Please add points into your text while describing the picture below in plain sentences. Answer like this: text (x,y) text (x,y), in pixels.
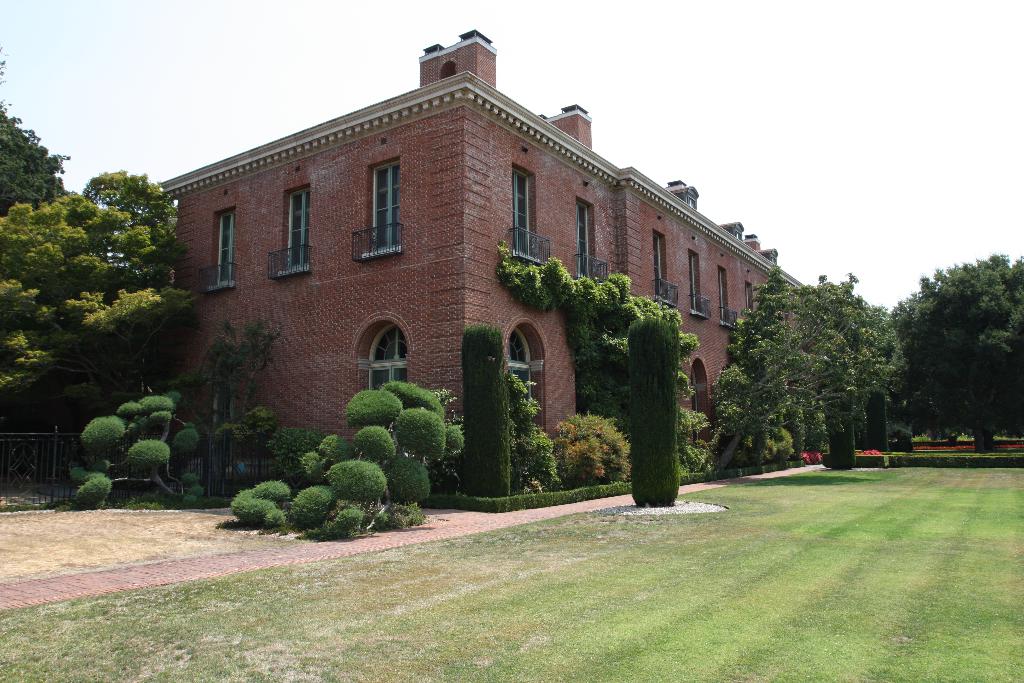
This is grass (763,530) and there are plants (489,407). In the background (136,352) we can see a building (412,245), trees (997,344), and sky (818,176).
